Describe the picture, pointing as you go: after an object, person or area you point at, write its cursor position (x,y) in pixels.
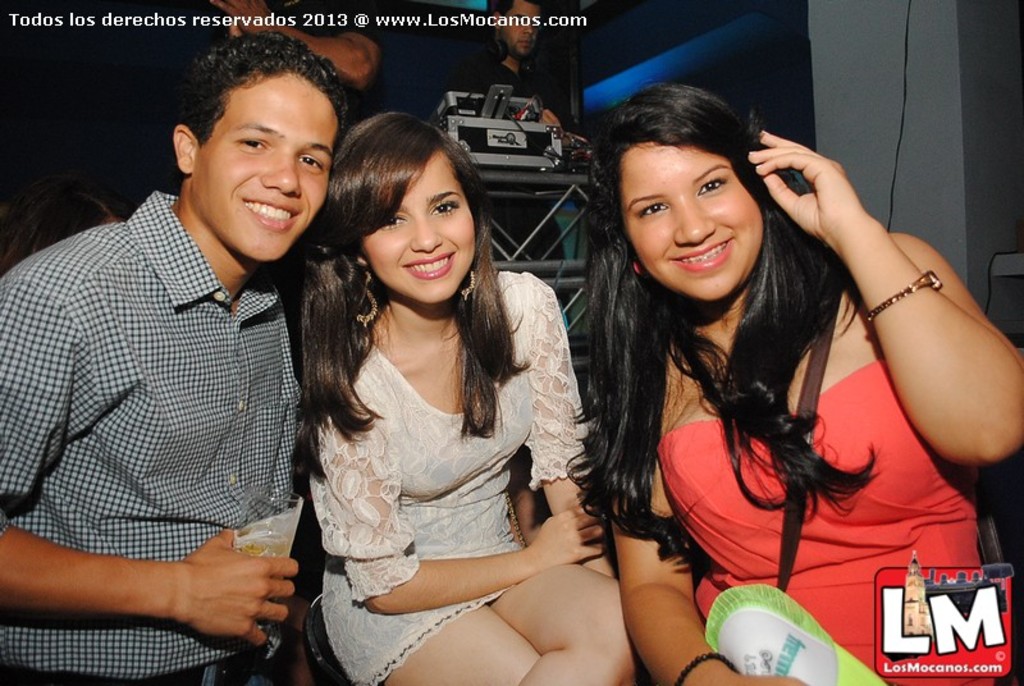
In this image we can see a few people (325,319), one of them is holding a glass (246,513), there is an electronic instrument (490,150) on the table (567,195), also we can see, the wall (882,21), wire (907,18), and some text (929,621) on the image.
